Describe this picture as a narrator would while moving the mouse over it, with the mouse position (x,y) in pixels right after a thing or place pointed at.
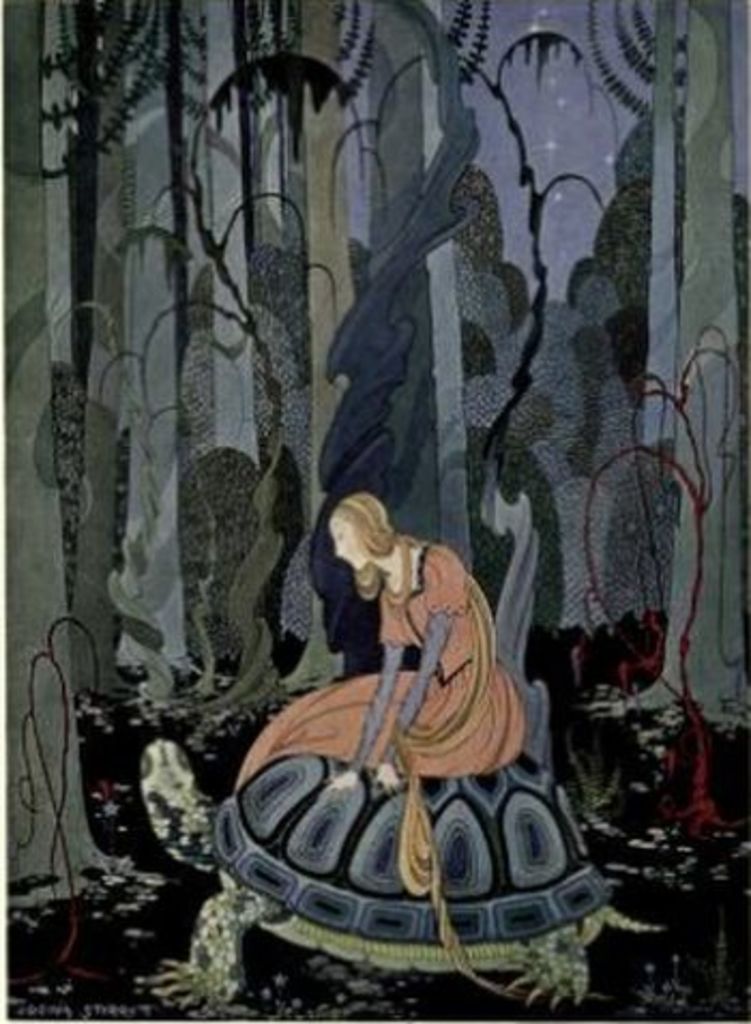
In this image there is a painting (544,694). We can see a woman (410,611) sitting on a tortoise (480,839). We can see trees (480,206) and the sky (525,206) in the background of the painting (568,160).
